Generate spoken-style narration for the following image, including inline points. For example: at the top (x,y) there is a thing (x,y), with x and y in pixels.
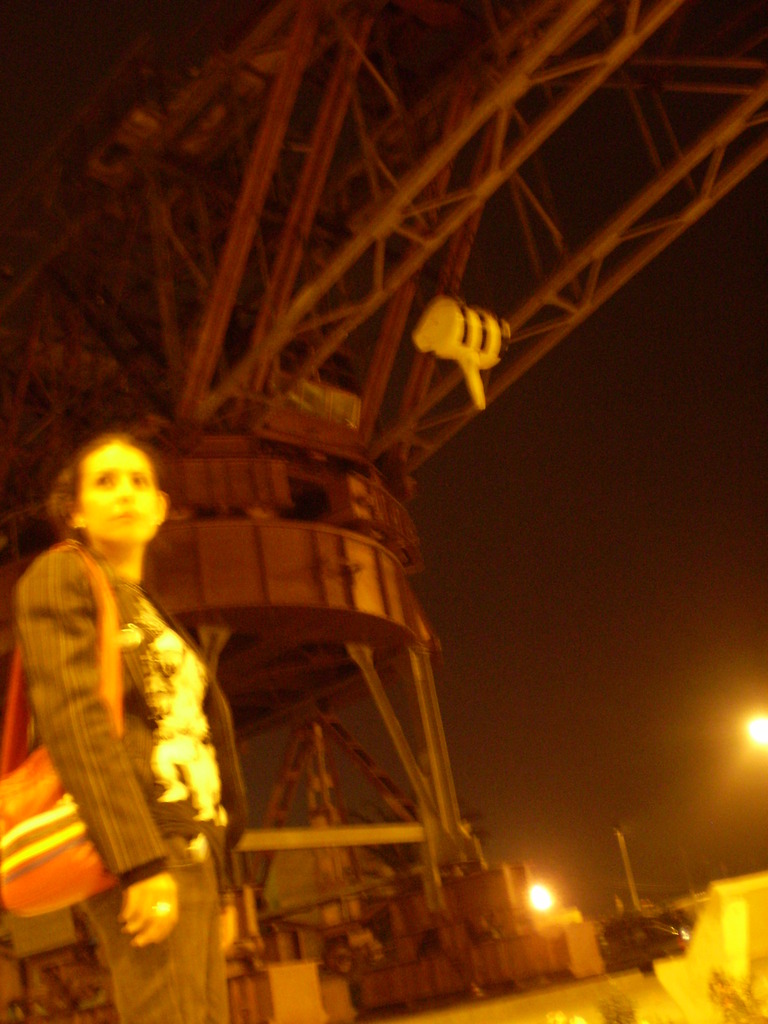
There is one woman (117,782) standing on the left side (134,781) is holding a bag (102,619). There is a machinery (287,632) in the background (347,641), and there is a sky (450,579) as we can see from the right side of this image (596,552).
